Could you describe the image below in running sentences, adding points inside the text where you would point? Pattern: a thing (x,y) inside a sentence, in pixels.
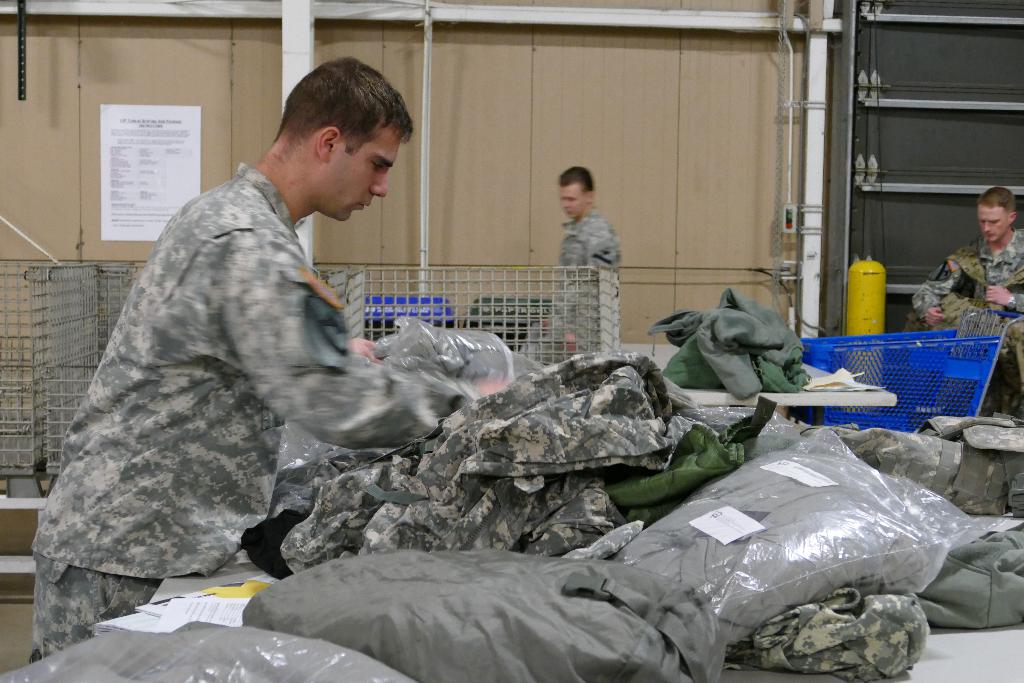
In this picture we can see people (391,391), here we can see clothes (437,497), wooden wall (626,282), poster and some objects (853,529).
